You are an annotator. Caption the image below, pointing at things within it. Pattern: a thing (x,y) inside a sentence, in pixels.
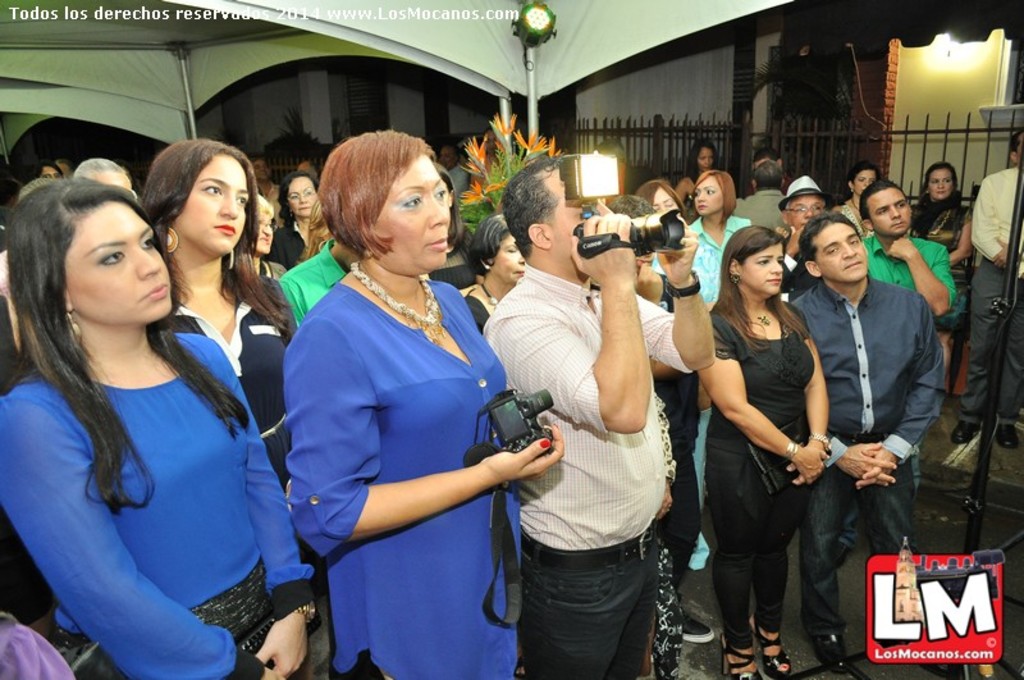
In the center of the image (414,438) we can see many people (826,379) standing. The man (590,660) standing in the center (603,317) is holding a camera (594,246) in his hand (611,257). In the background (552,84) there is a tent (552,68), fence (601,148), light (946,45) and a wall (909,75).
